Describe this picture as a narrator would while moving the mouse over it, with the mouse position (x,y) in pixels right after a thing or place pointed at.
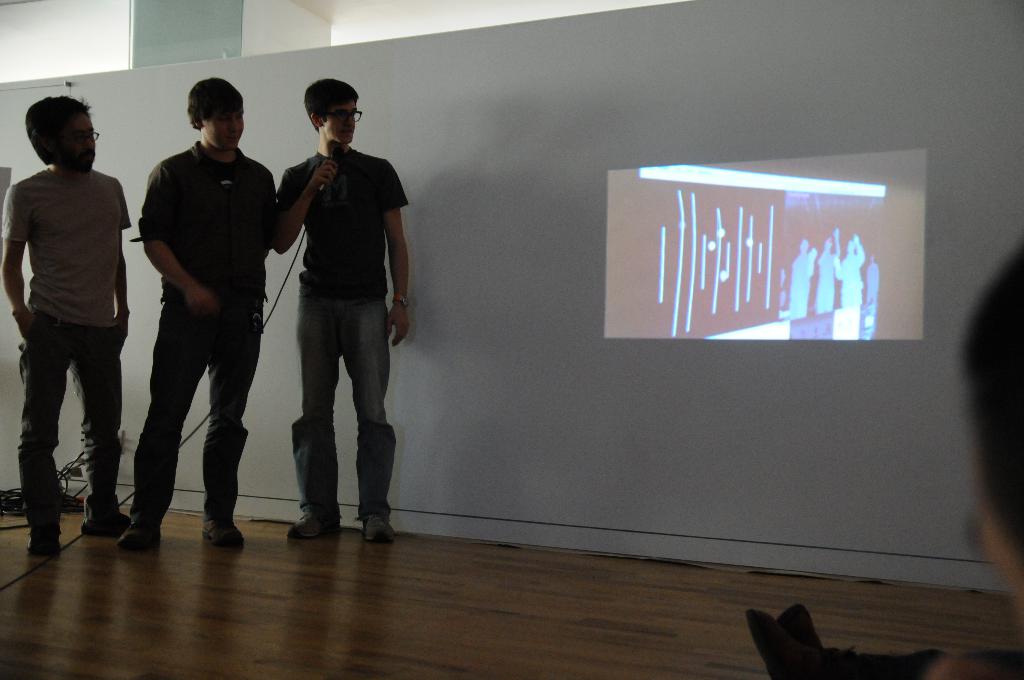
In this image we can see three persons (186,221) standing. One person (318,111) is wearing watch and specs (337,116). And he is holding a mic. In the back (496,102) there is a wall (763,404) with a screen (714,256). On the left side (59,479) there are wires (72,494) on the floor (65,525).
